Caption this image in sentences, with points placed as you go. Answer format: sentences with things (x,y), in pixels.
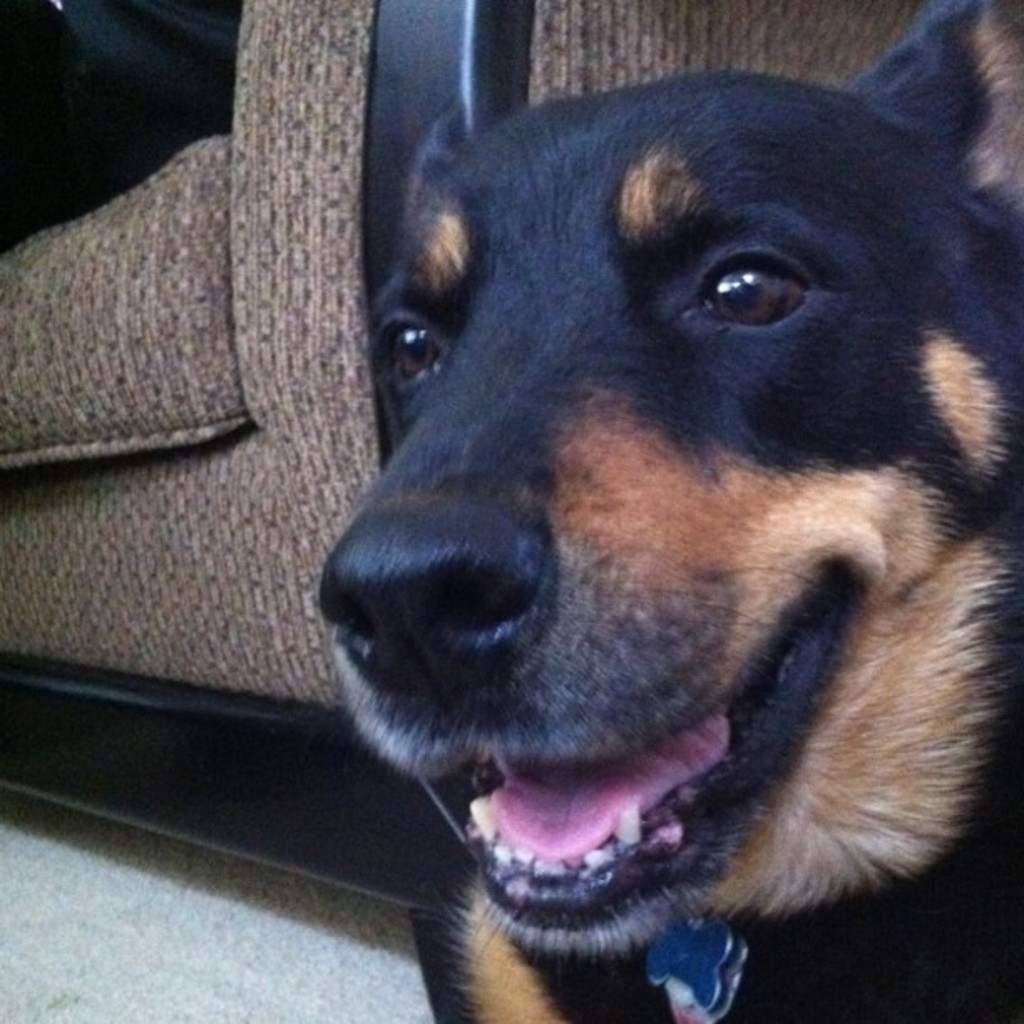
In this image there is a dog (676,589). In the background (282,514) we can see a sofa (261,409). At the bottom (168,957) there is floor (140,976).
